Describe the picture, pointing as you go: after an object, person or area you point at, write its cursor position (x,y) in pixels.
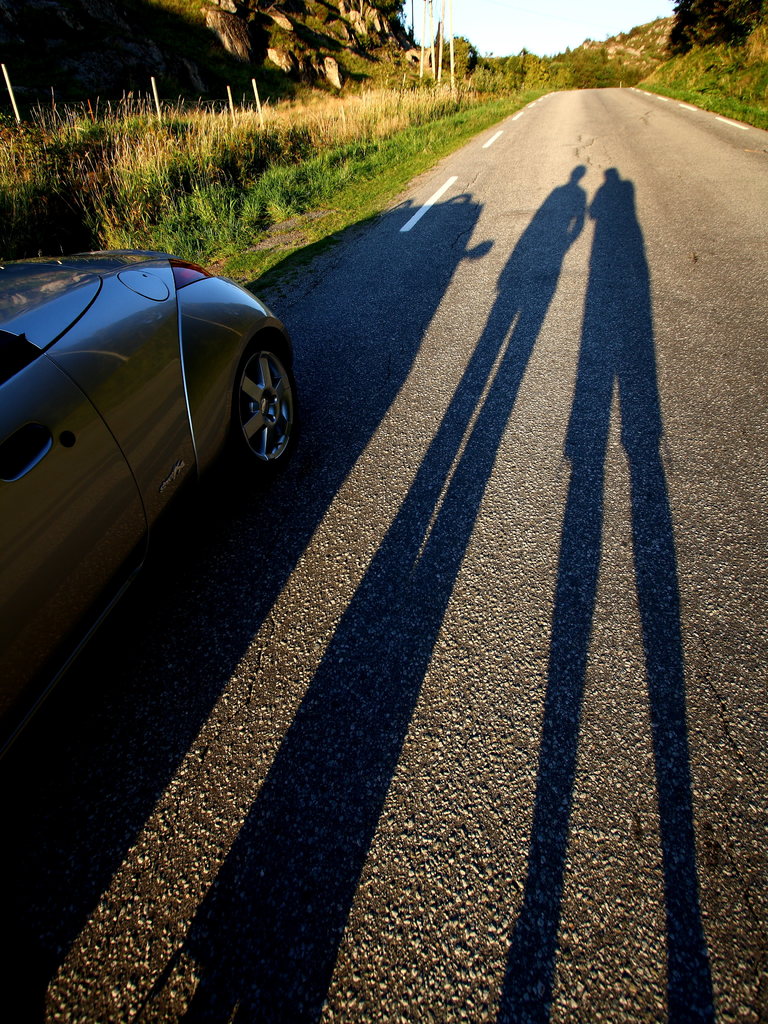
In this image there is a car (178,494) on a road (299,548) and there is a shadow (355,874) of two persons (344,917), on either side of the road (584,918) there are plants (303,131), in the background (319,52) there are mountains (625,52) and the sky (532,34).
